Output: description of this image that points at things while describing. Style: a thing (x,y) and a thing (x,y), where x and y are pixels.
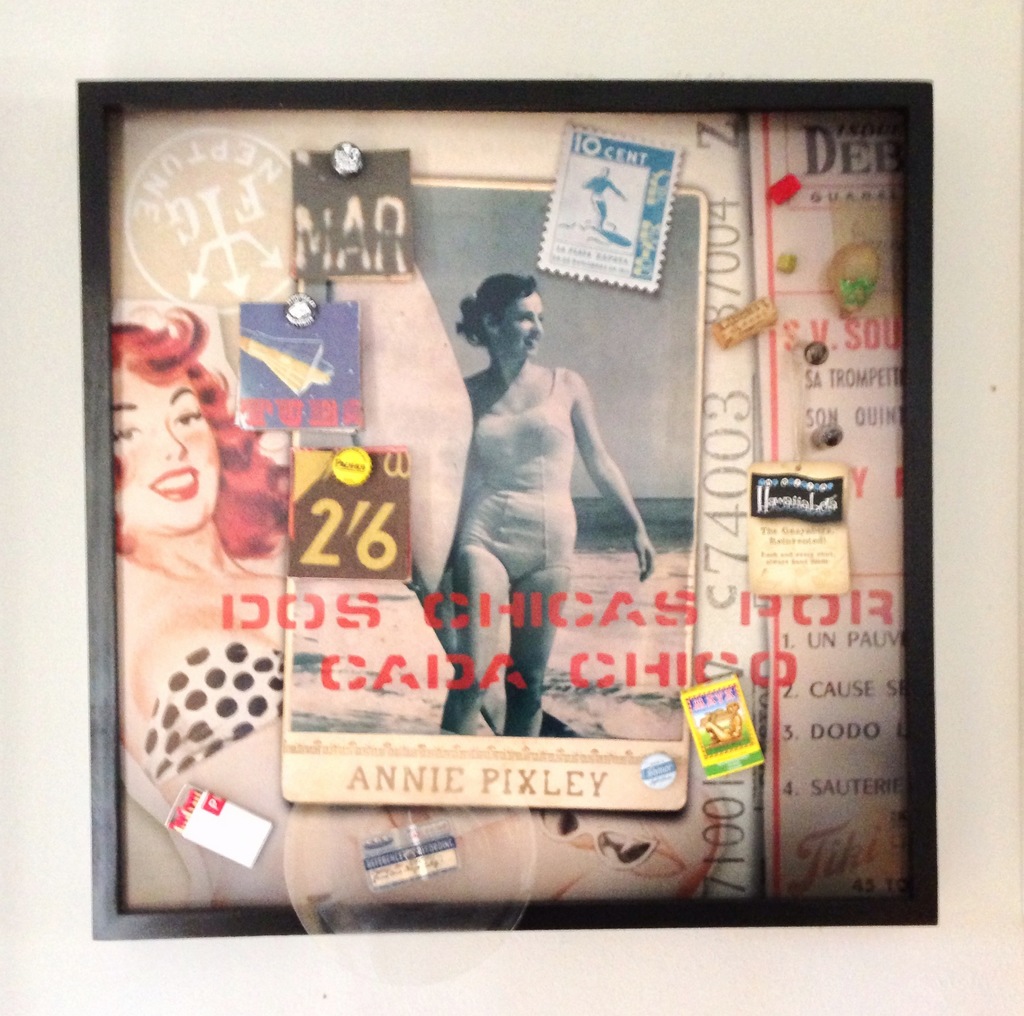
This is a picture of a poster (765,238), where there are photos (430,249), stamp (580,134), labels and pins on it.
